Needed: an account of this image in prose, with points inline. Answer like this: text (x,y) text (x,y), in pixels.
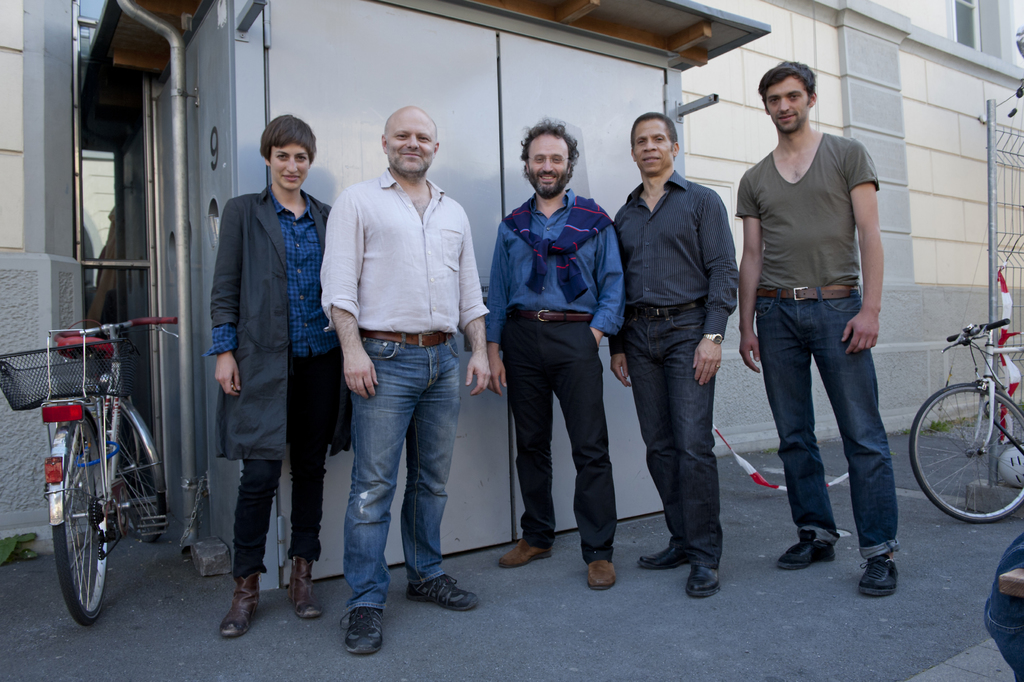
In the front of the image (572,384) there are people (758,308) and bicycles (90,424). In the background of the image (927,384) there is a wall (807,62), shed (548,26), window (974,23), rods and objects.
